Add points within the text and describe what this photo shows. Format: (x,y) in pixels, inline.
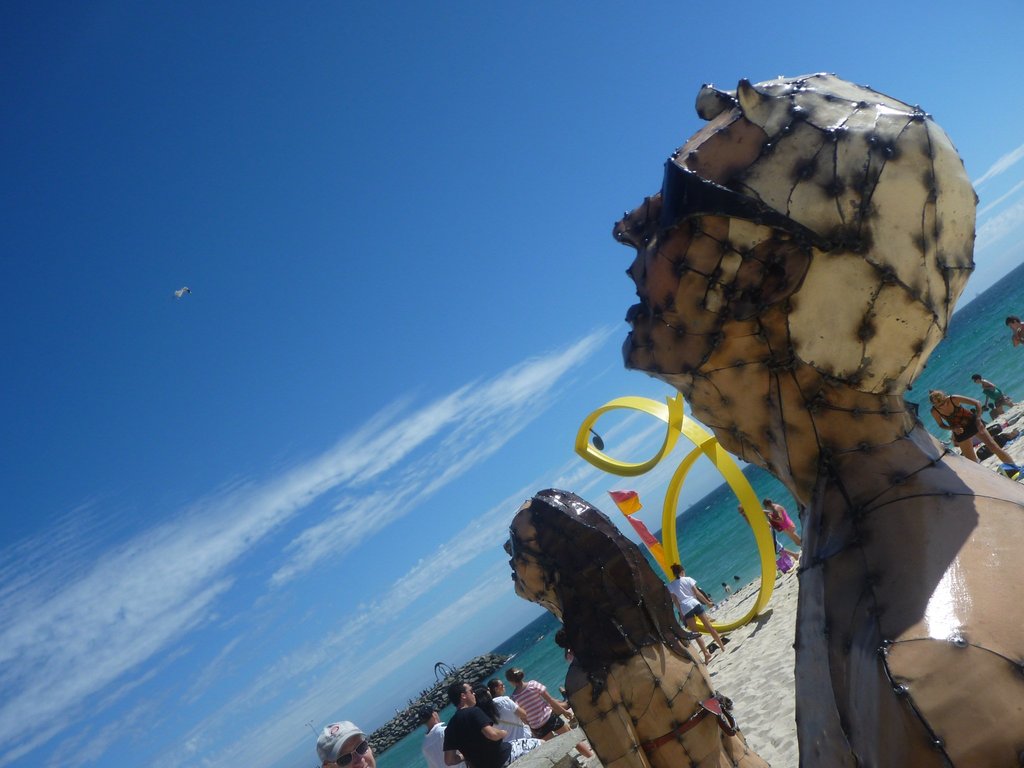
In this image there are two statues (829,555) in the beach (750,656). In the background (522,657) it seems like an ocean (530,650). In the beach (763,659) there are so many people (537,683) who are standing in the sand (1001,418). At the top (364,123) there is the sky (353,103). The two statues (681,343) are looking at the sky (418,201).
